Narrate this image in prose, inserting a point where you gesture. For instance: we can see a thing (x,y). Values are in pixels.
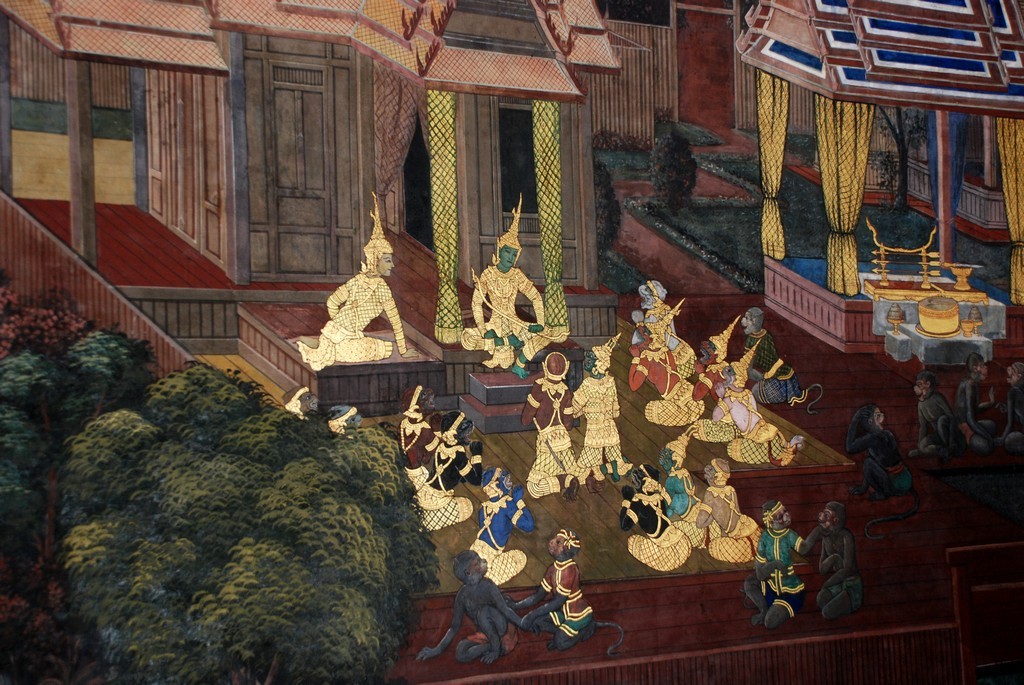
This is an animated image, in the middle (438,443) there are people (580,543). In the background (436,344) there are buildings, curtains (764,197), objects (921,274), plants (87,361), trees (52,334).
